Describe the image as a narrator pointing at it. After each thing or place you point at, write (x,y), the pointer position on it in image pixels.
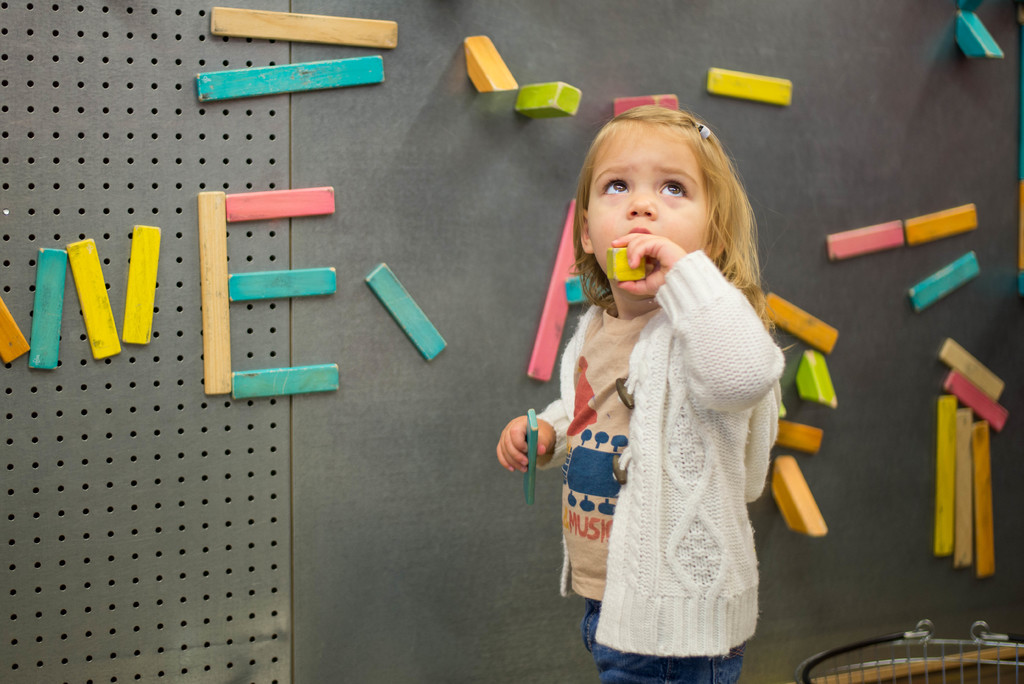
In this image there is a girl (610,503) standing. She is holding two objects (620,267) in her hands (524,451). Behind her there is a wall (362,90). There are wooden blocks (223,342) stacked on the wall (930,246).
